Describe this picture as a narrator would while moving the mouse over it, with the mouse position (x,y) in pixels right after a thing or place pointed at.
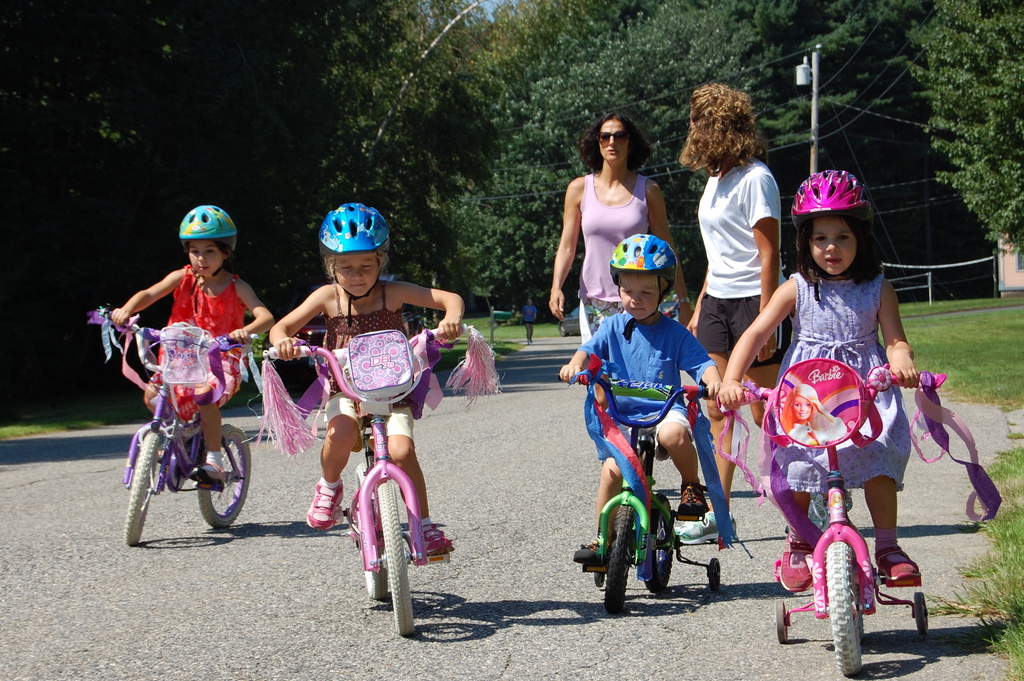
In this image I see 4 children (853,234), who are on the cycle (166,365) and behind them are 2 women (560,309) who are standing on the path (571,549). In the background (23,383) I see lot of trees (788,42), a pole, a car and a person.
